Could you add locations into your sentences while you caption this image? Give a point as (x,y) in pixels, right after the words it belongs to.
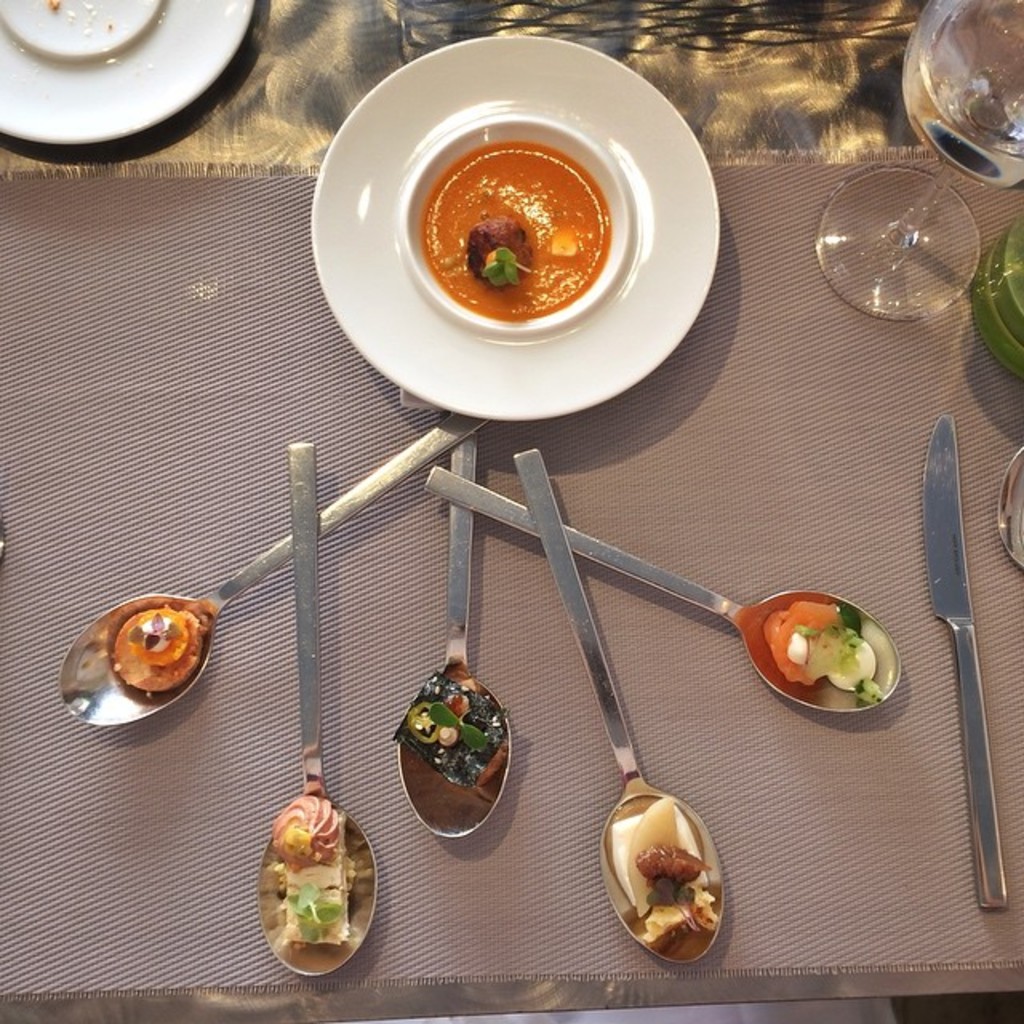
In this picture we can see plate (535,44), spoons (464,542), knife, glass (845,270), cloth (164,317) and food items (588,191) on it.
